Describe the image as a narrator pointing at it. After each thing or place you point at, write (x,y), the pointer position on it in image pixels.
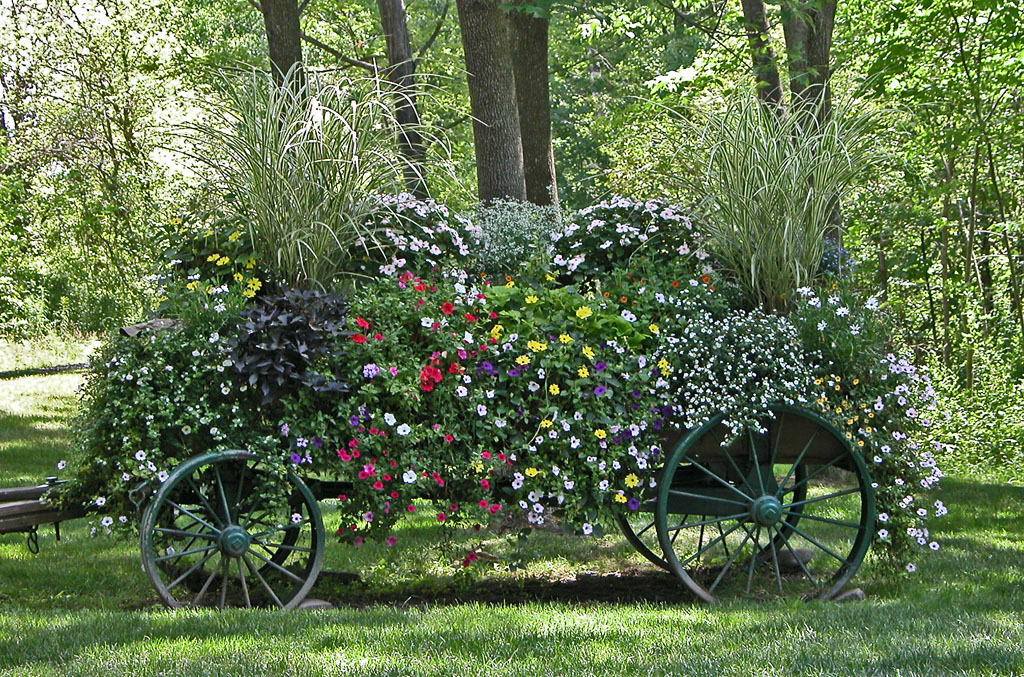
In this image in the center (615,382) there is one vehicle (671,505), and in the vehicle (49,483) there are some plants (457,388) and flowers (184,428). At the bottom (1009,600) there is grass (55,588), and in the background (470,108) there are trees (415,158).
